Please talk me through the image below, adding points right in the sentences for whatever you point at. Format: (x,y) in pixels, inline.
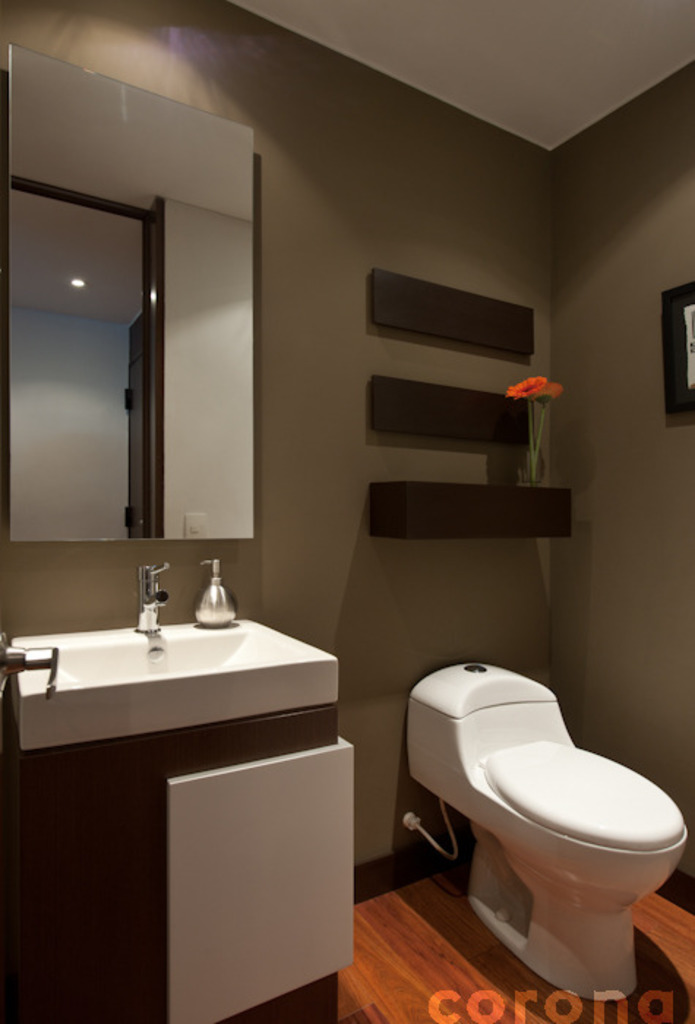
This picture was taken in the washroom (466,851). This is a toilet seat (489,809) with the flush tank (503,681). I can see a flower vase (526,462) with the flowers (525,392) in it. This is the mirror (235,468), which is attached to the wall (260,351). I can see the reflection (148,420) of a door (133,480). This is a table top wash basin (124,719) with a tap (141,625) attached to it. I think this is a kind of a bottle (213,614), which is placed on the washbasin (183,636). On the left corner of the image (50,673), that looks like a handle (15,649). On the right corner of the image (683,347), I think this is a frame (672,353), which is attached to the wall (595,617). At the bottom of the image (665,1018), I can see the watermark (575,1004).
